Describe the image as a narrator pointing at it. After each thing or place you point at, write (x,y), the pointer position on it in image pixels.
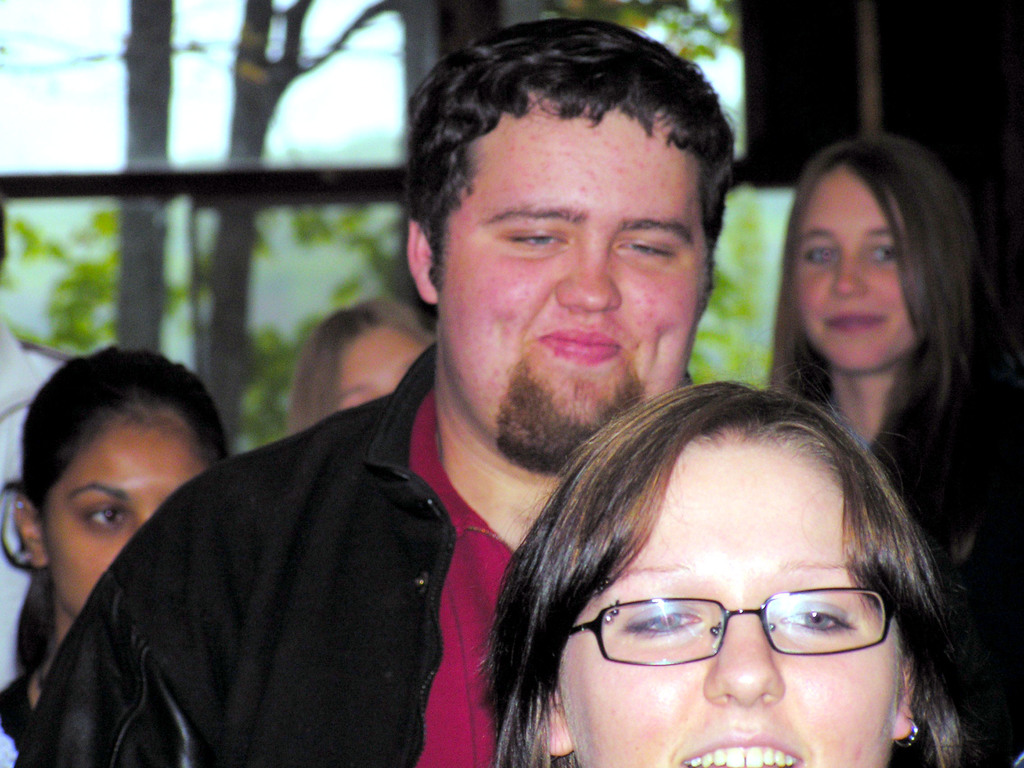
In this image, I can see a group of people (438,599). In the background (272,334), I can see branches (159,118) and leaves (371,255) through a transparent glass (256,284).
